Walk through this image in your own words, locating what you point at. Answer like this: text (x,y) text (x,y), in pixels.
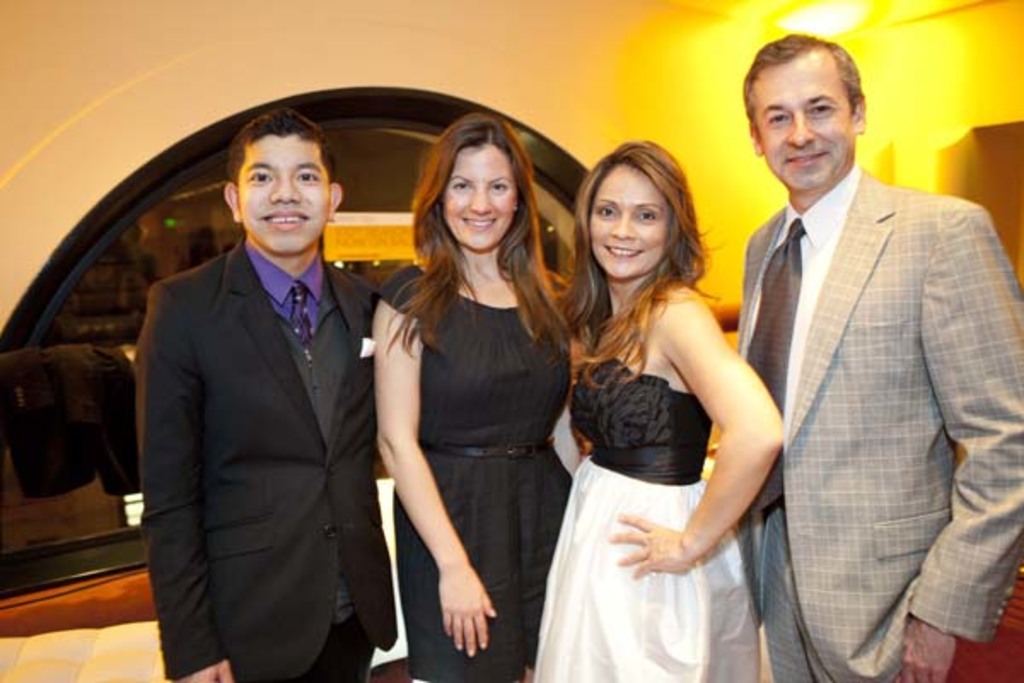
As we can see in the image in the front (328,446) there are four people (332,285) standing. These three are wearing black color dresses (490,342) and the man (896,329) on the right side (902,283) is wearing grey color dress (891,303). In the background (405,46) there is a wall (500,55) and light (792,32).
